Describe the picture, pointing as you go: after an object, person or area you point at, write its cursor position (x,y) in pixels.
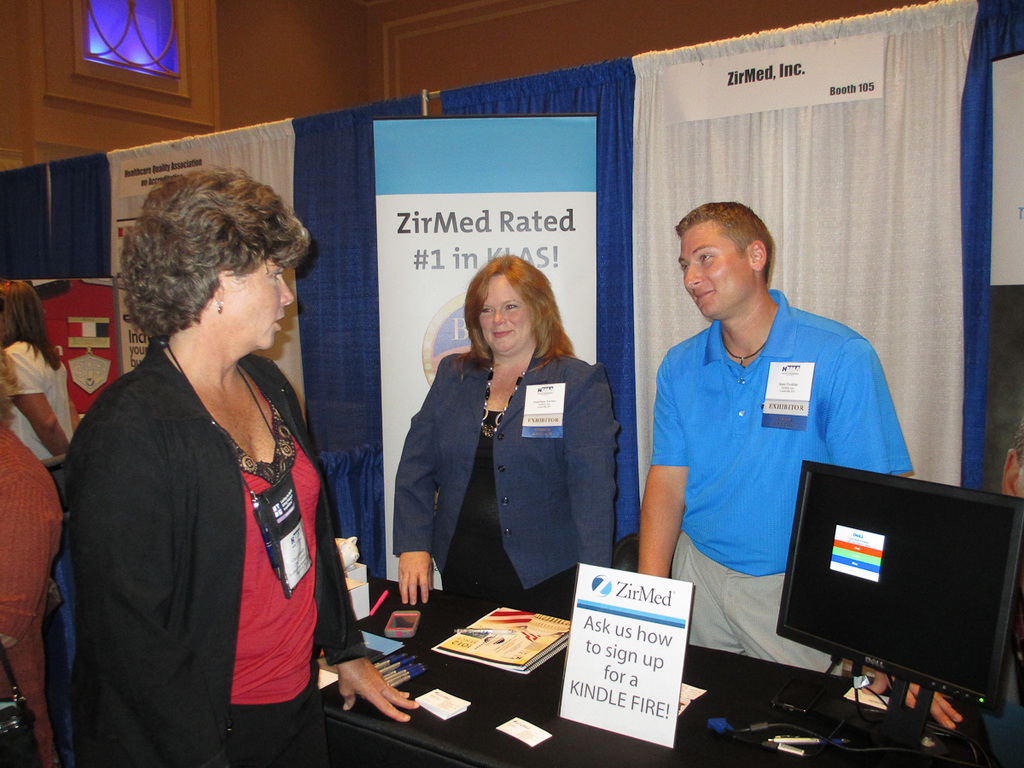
In this image I can see a woman (184,564) wearing black and red colored dress (215,580) is standing in front of a black colored desk (469,686) and on the desk (469,682) I can see few pens (401,660), few books (461,647), a board (610,653) and a monitor (835,629). On the other side of the desk (542,695) I can see a woman (530,466) wearing blue and black colored dress (524,506) and a man (714,484) wearing grey and blue colored dress (694,486) are standing. In the background (645,311) I can see the blue and white colored curtains (341,295), the banner (560,214), few persons (12,445) standing, the wall (293,75) and the window (143,43).
